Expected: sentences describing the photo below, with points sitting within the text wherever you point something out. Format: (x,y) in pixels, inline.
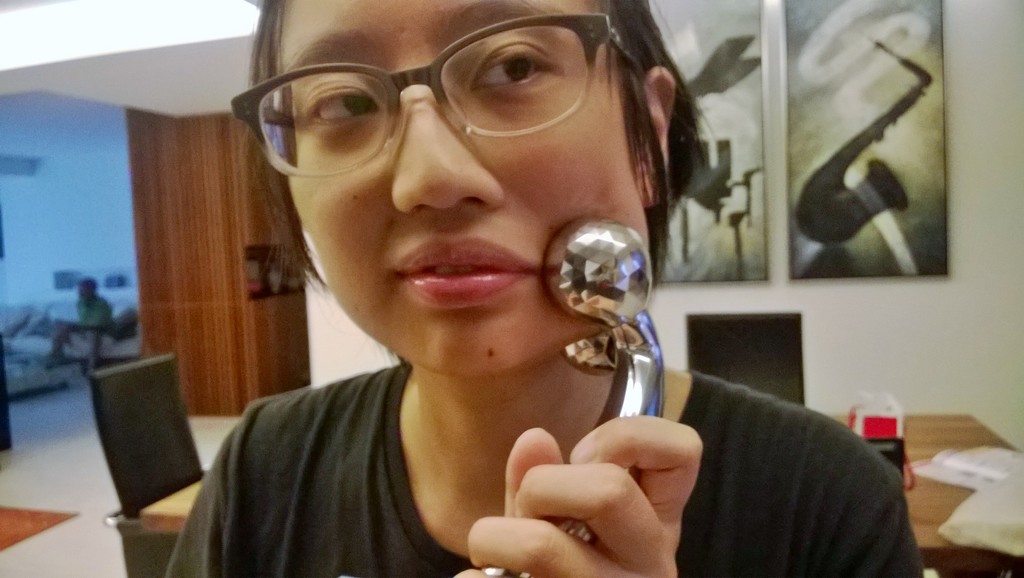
In the center of the image (528,290) we can see a lady (409,207) is wearing spectacles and holding an object (625,343). In the middle of the image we can see a table (940,428). On the table (982,433) we can see a book (956,452), bags (973,511) and some objects (905,467). Beside the table (923,451) we can see the chairs (745,315). On the left side of the image (86,289) we can see a person (100,319) is sitting on a couch (20,335). In the background of the image (115,291) we can see the wall (877,286), boards (710,220). At the top of the image (217,61) we can see the roof (164,107). At the bottom of the image (70,556) we can see the floor (65,551) and mat (38,518).
